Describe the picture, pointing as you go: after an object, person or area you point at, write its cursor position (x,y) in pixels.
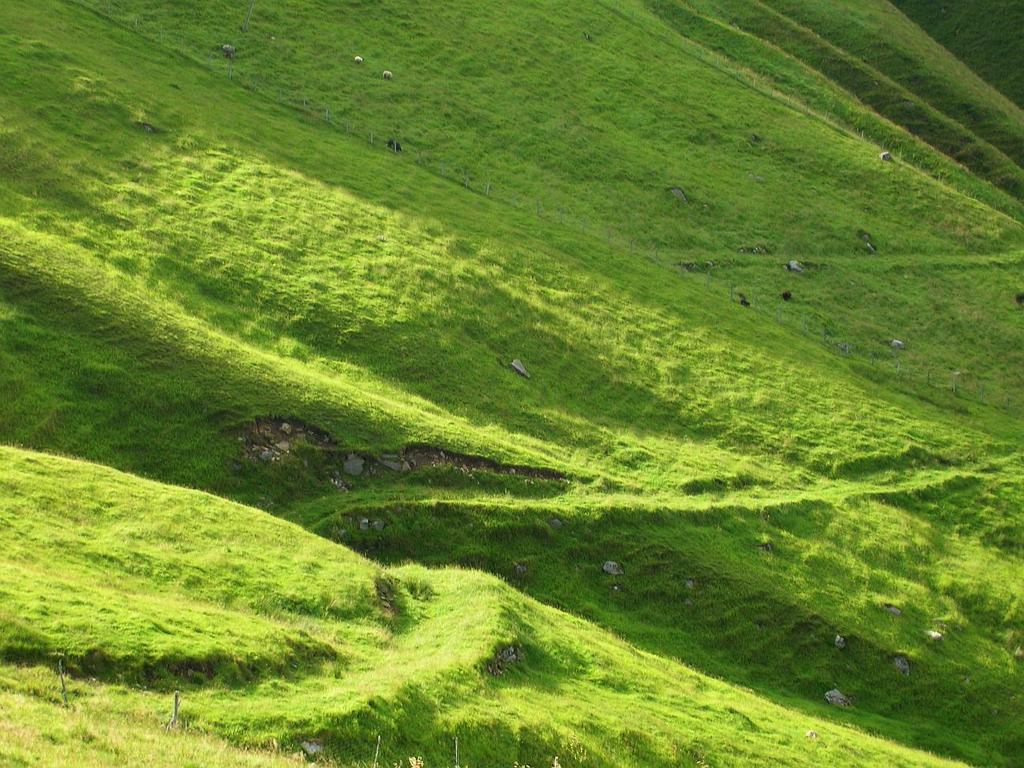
In the picture I can see mountain (464,410), there are some stones (407,456), grass (358,236).
